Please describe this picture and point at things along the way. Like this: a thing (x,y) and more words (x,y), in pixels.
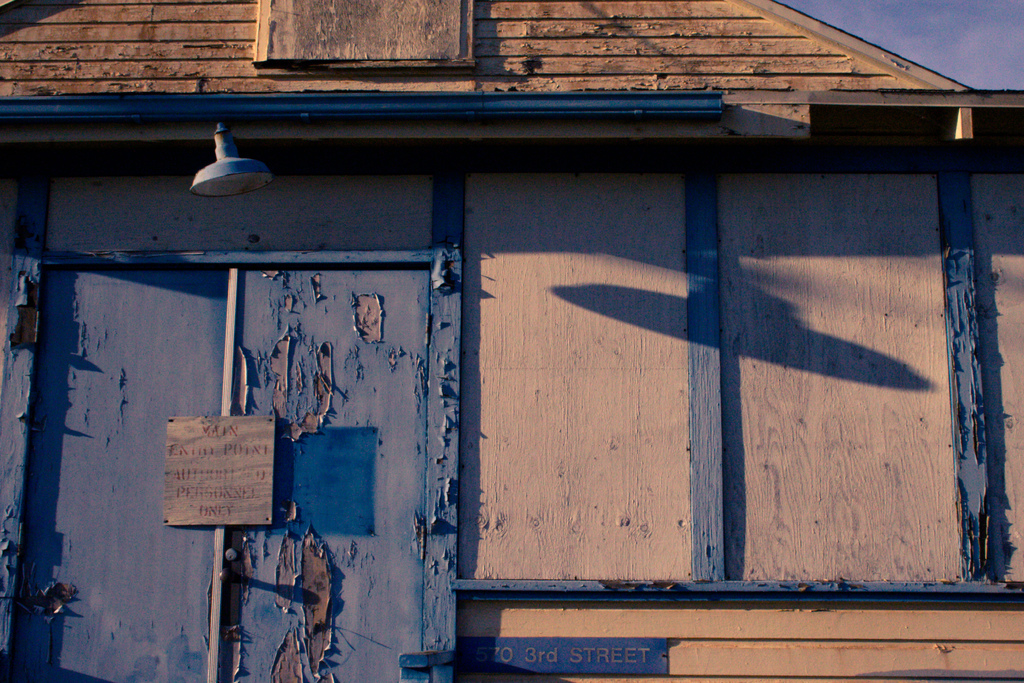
In this image I can see a house (440,605), boards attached to it. Top I can see light (248,169). The sky (959,52) is in white and blue color.
